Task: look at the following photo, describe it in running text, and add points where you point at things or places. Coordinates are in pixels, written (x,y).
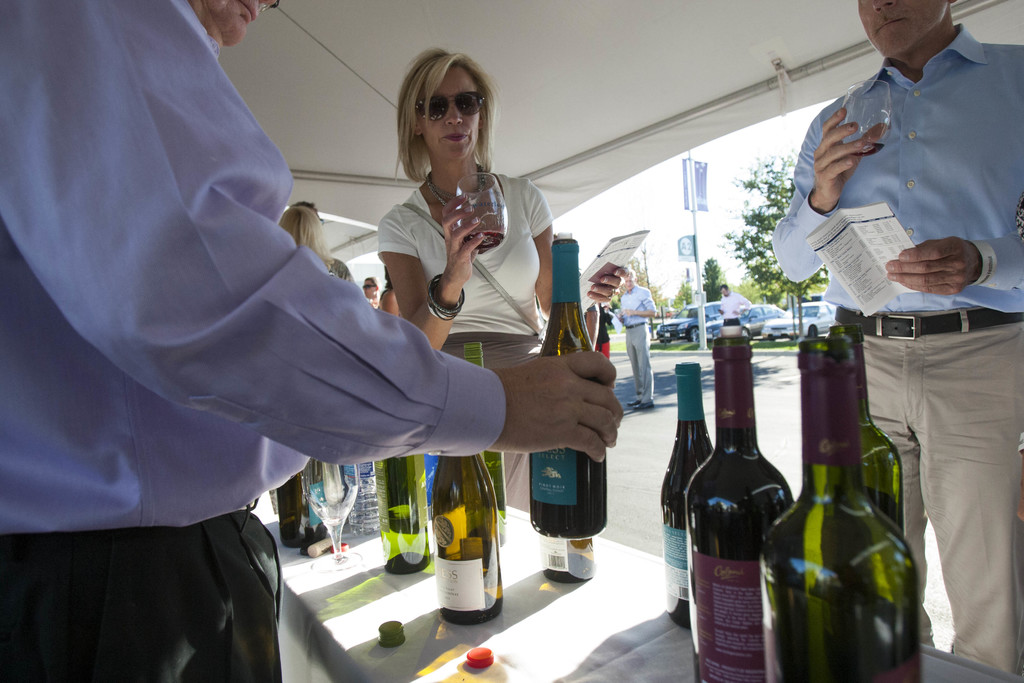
This is completely an outdoor picture. On the background (714,318) we can see trees (775,284), vehicles (757,324) parked. We can see boards (692,254) on a pole (700,298). Here under the tent (580,35) we can see persons (56,232) standing near to the table (607,652). Holding bottle (576,283), glasses (880,128) and papers (617,256) in their hands (907,264). On the table (489,634) we can see bottles (715,559), caps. A far we can see few persons (640,350) standing.
